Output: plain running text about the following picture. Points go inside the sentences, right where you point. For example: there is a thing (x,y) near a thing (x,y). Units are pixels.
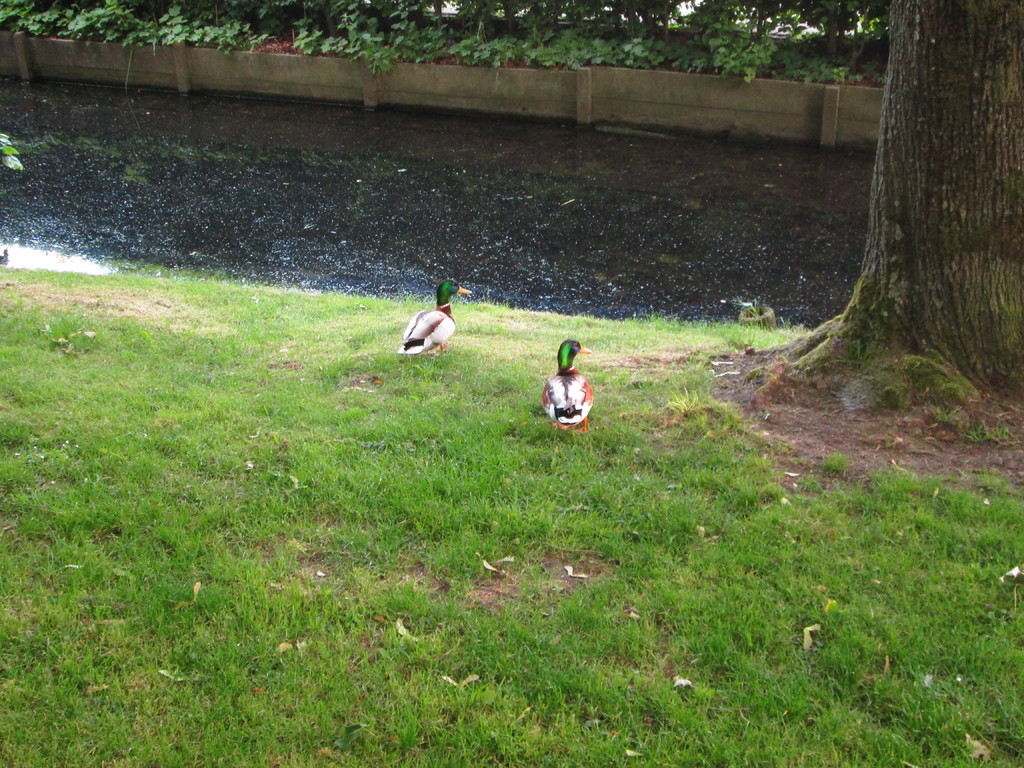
This is an outside view. At the bottom (280,546), I can see the grass (169,632) on the ground (239,620) and there are two birds (564,384). On the right side (962,171) there is a tree trunk (944,214). At the top of the image (531,198) there is a river (372,251) and at the top (266,7) there are few plants (348,28).
